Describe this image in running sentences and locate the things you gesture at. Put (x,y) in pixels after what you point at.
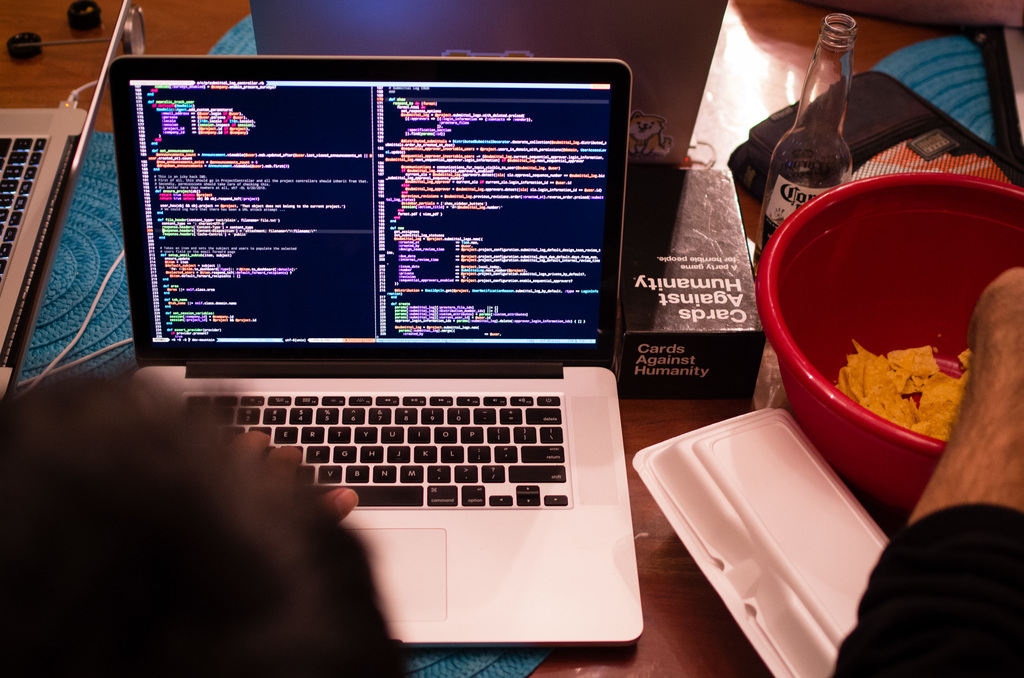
There is a laptop (208,342) and bowl (822,423) with chips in it and a cool drink bottle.
